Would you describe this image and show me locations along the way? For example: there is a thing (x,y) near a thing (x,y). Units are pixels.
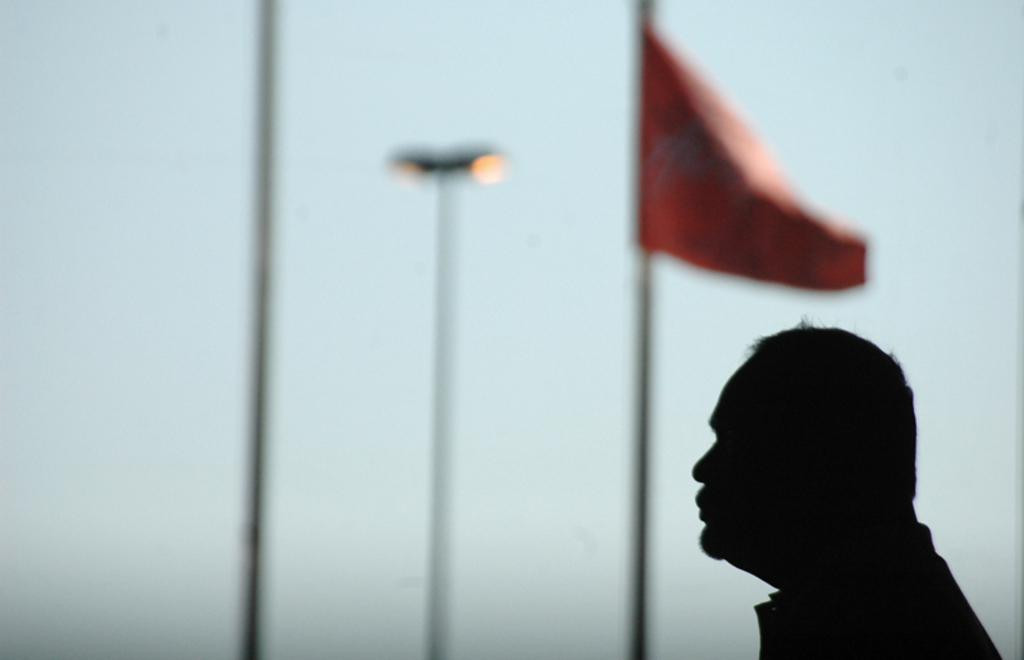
There is a person (721,540) standing in front of a flag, the background of the person (765,508) is blur.
